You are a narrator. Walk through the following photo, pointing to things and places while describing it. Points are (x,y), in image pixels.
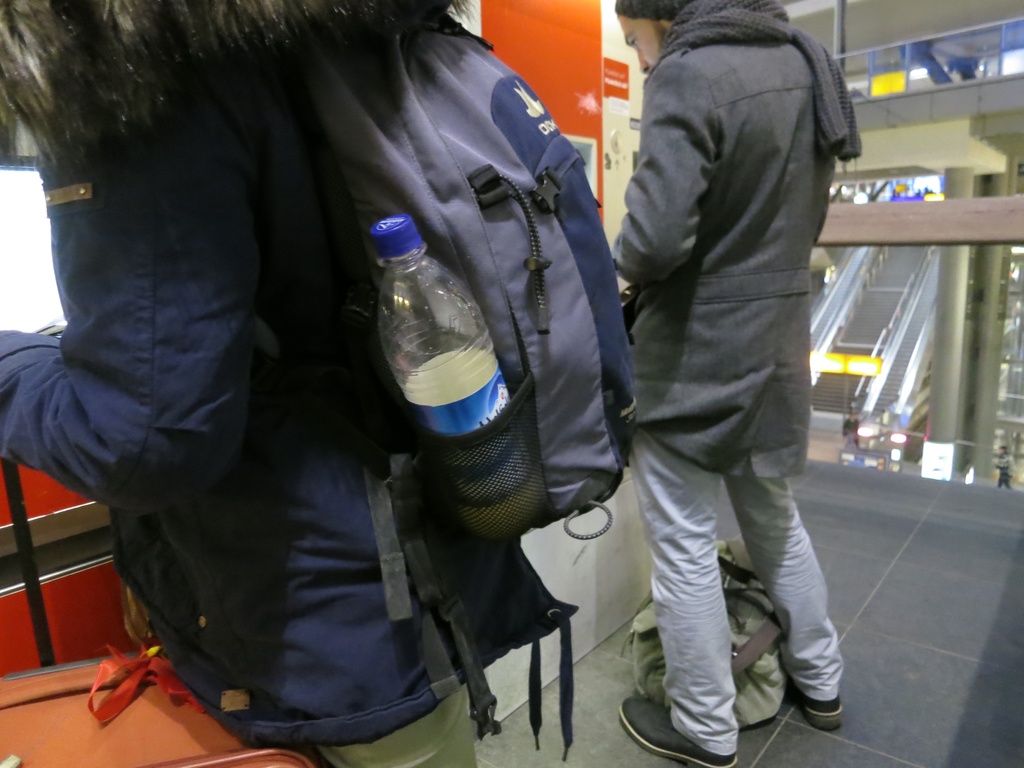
This picture is of inside. On the left corner (273,72) we can see a person (430,696) wearing a backpack (529,350) and standing. In the center (676,271) there is a man (731,218) standing and there is a bag (750,615) placed on the ground (916,656). In the background (926,302) we can see the Escalators (919,285) and a wall (608,50).
